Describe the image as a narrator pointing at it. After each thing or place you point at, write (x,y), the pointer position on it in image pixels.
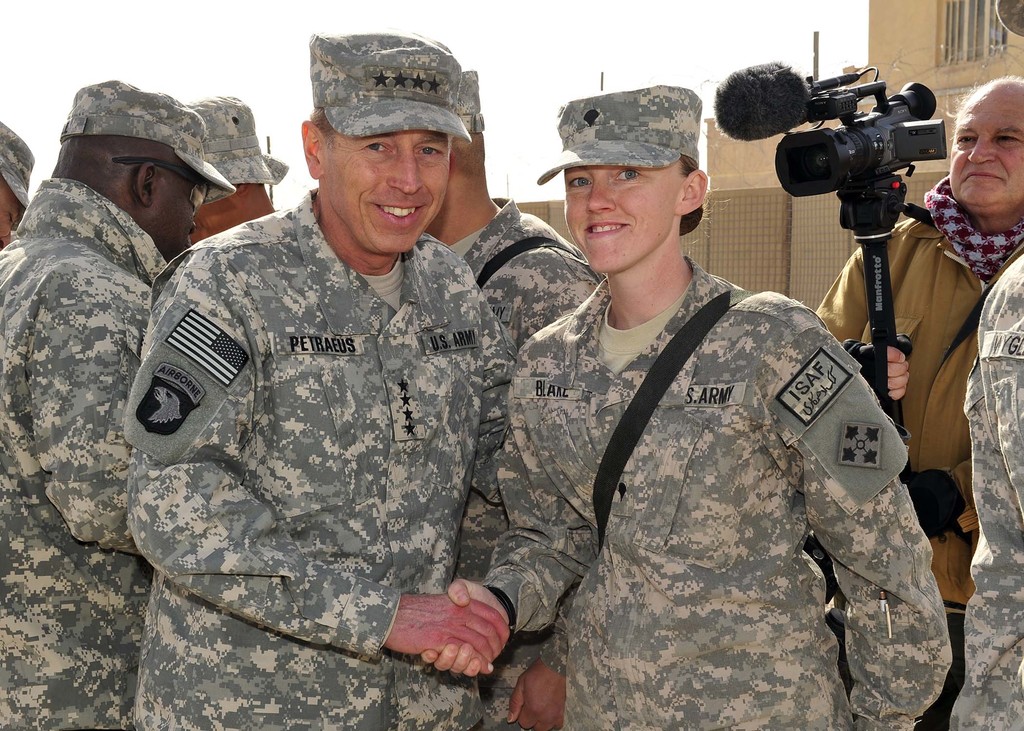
In the image there are a group of soldiers (206,464) and on the right side (884,156) there is a person (915,273) holding a camera (830,112), behind that person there is a building (910,47).
